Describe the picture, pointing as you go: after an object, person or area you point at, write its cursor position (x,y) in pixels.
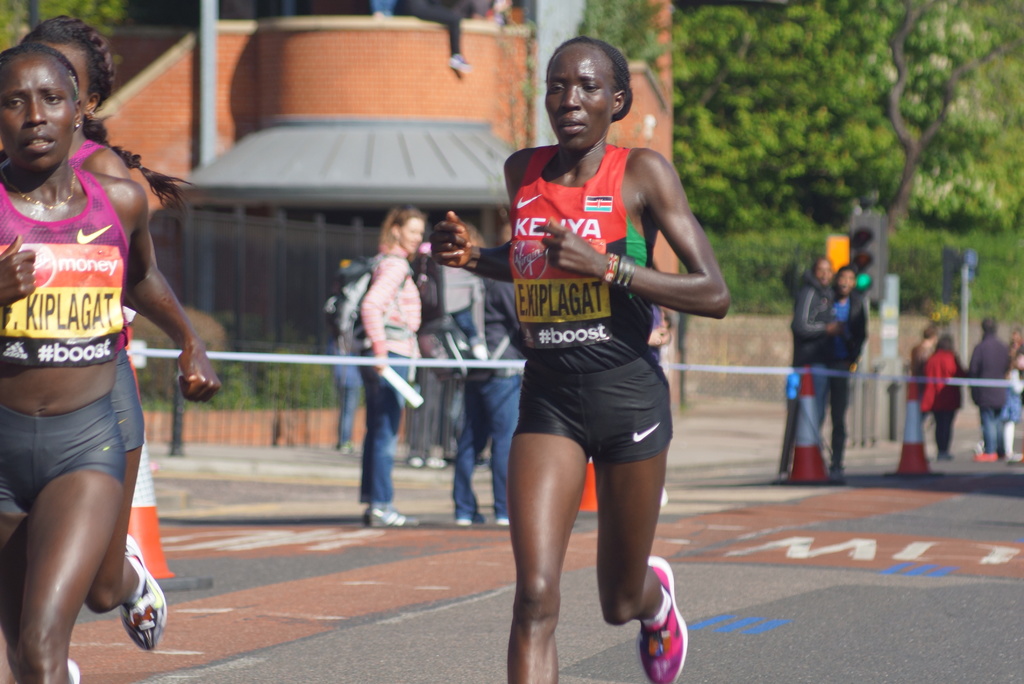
In this picture we can see there are a group of people (53,468), some people (595,416) are running and some people (847,398) standing on the path (846,479). Behind the people (633,291) there is a fence (278,276), building (241,114) and trees (782,73).
